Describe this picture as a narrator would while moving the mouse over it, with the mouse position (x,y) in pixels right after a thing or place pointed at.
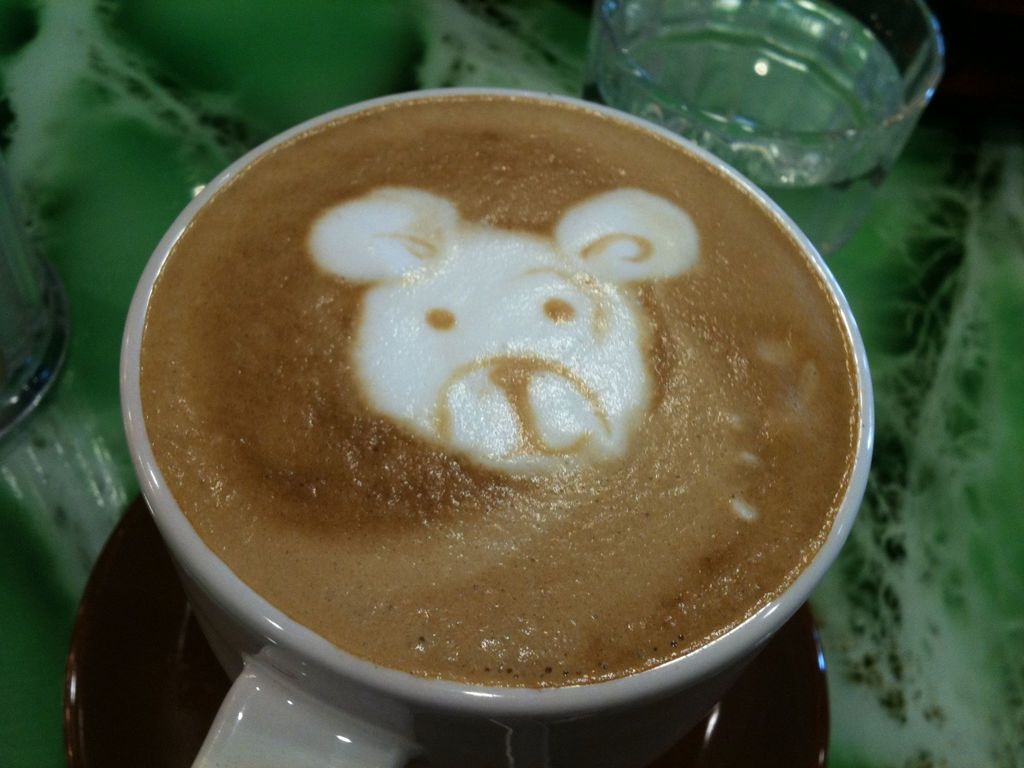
In this picture we can see the liquid (597,584) and the shape of an animal (458,443) in the cup (583,731). This cup (406,689) is visible on a saucer (137,751). We can see the liquid (778,81) in the glass (868,65). There is an object (21,293) on the left side (28,374).
